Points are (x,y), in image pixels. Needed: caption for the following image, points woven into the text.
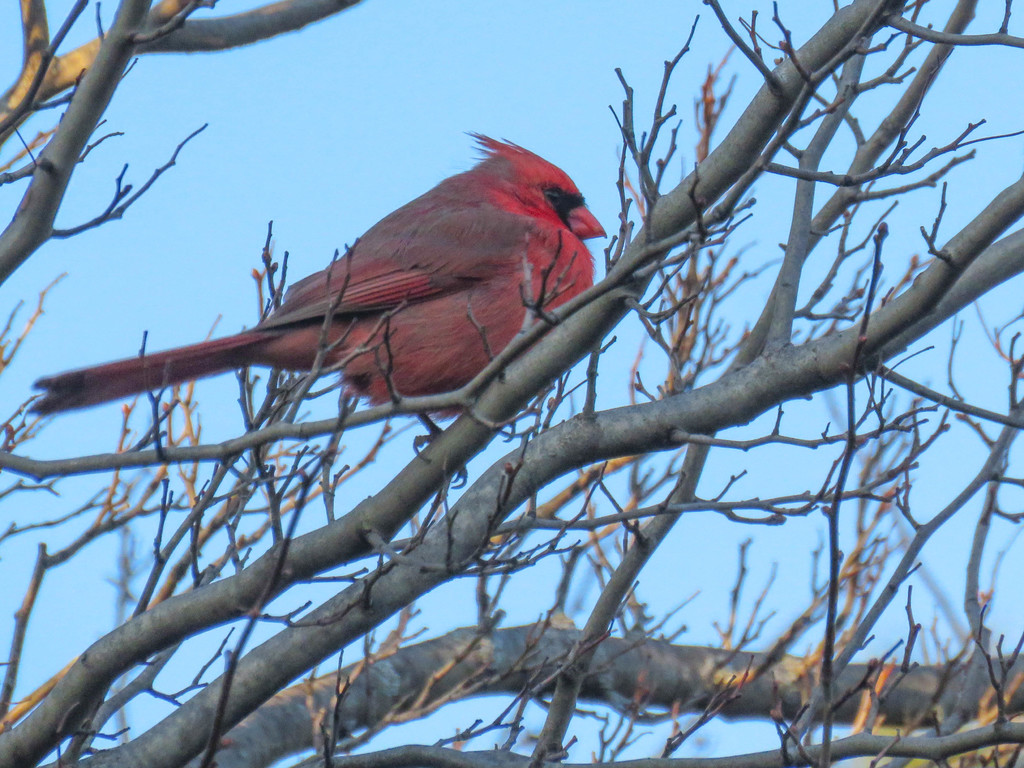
This image consists of a bird (421,318) in red color. It is sitting on a stem (542,330) of a tree (419,557). At the bottom (13,745), we can see a dried tree (426,531). In the background (396,58), there is sky (206,70).
